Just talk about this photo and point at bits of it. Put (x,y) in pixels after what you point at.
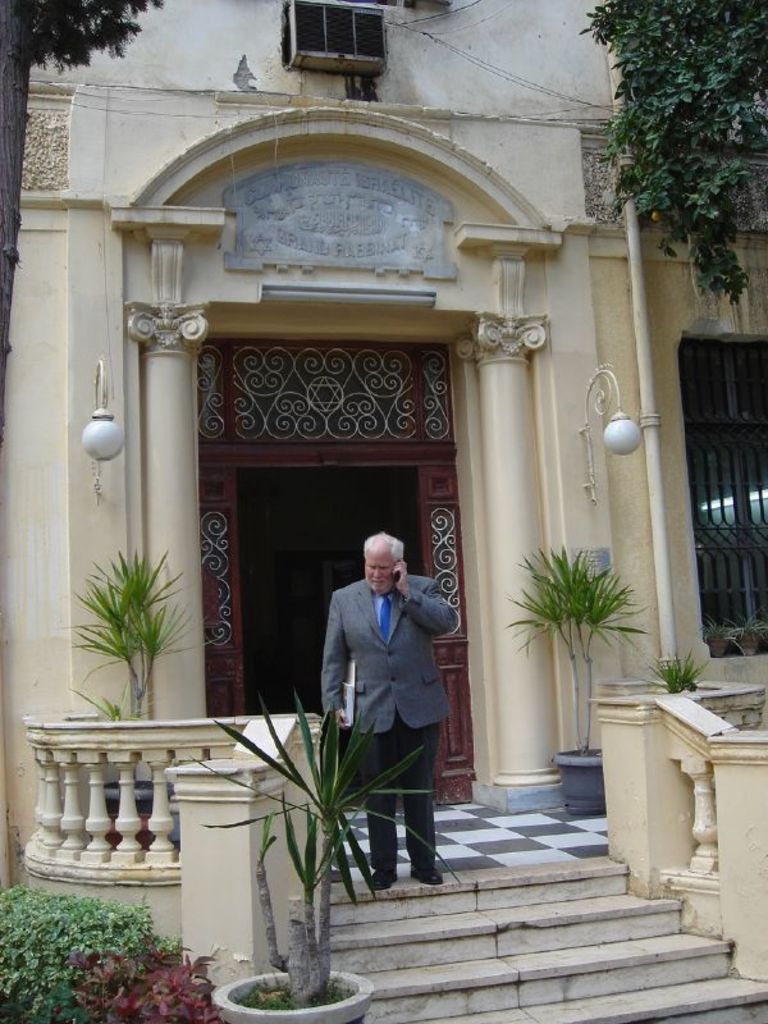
In this image there are plants (214,1008), in the background (217,948) there is a house (361,880) in front of the house (438,643) there a man (387,693) standing.
